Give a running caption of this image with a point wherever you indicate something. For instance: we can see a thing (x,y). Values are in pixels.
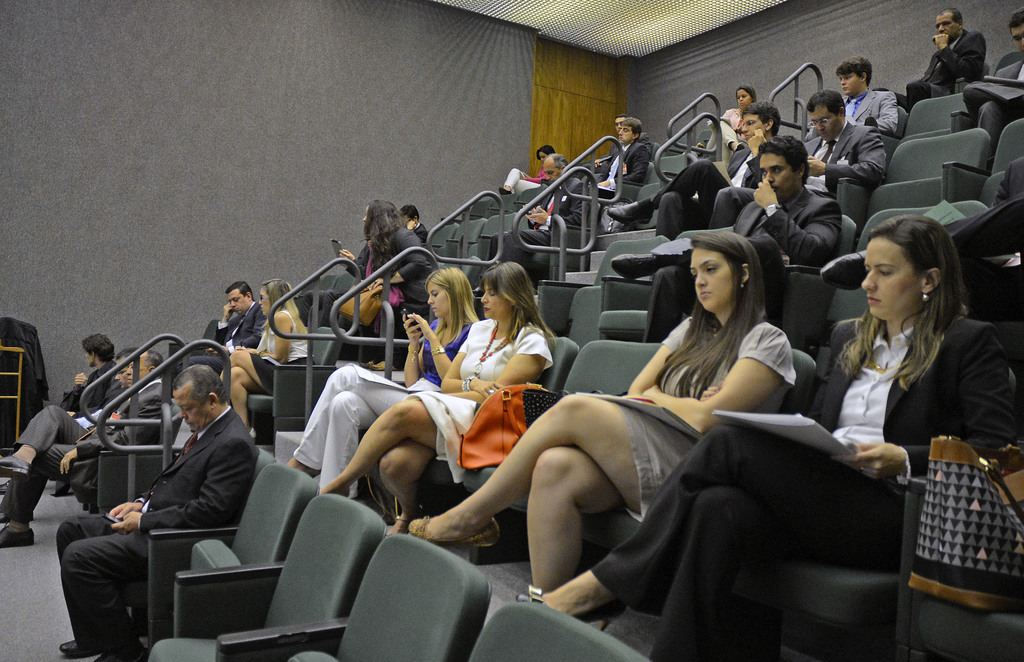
In this image I can see number of persons (661,426) are sitting on chairs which are green in color and the railing (355,289). In the background (391,77) I can see the grey colored wall (289,94), the cream colored ceiling (611,16) and the brown colored surface (573,94).
